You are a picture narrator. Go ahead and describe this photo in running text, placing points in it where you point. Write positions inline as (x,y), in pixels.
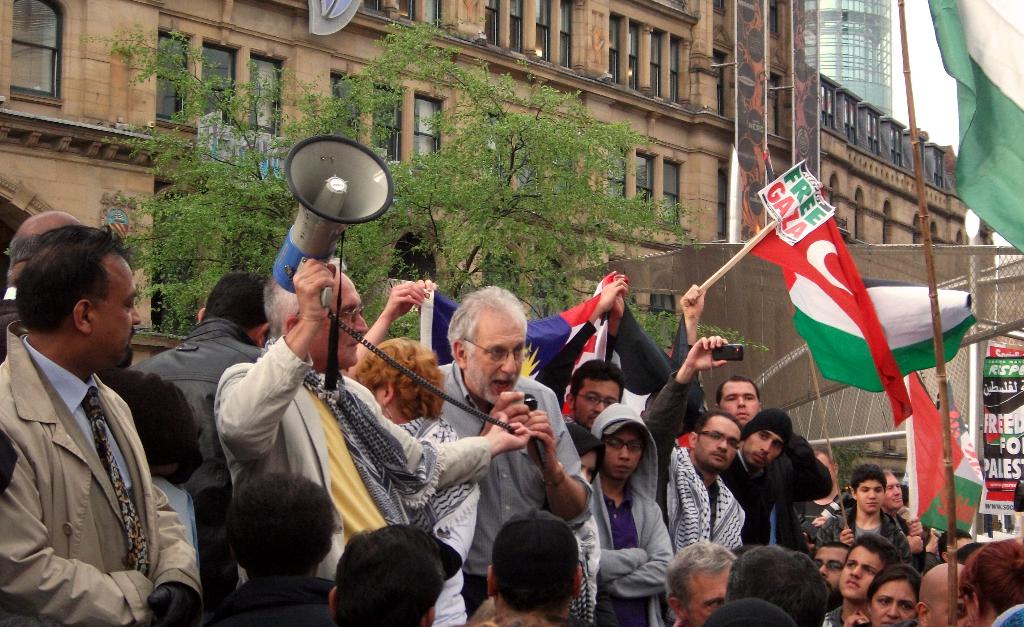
There are group of people (733,491), this man (512,401) holding a microphone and he is holding speaker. We can see flags (640,401), sticks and board (794,195). In the background (981,262) we can see mesh (975,309), rod (998,249), trees (453,162), buildings (885,38), banners (806,91) and sky (928,81).
